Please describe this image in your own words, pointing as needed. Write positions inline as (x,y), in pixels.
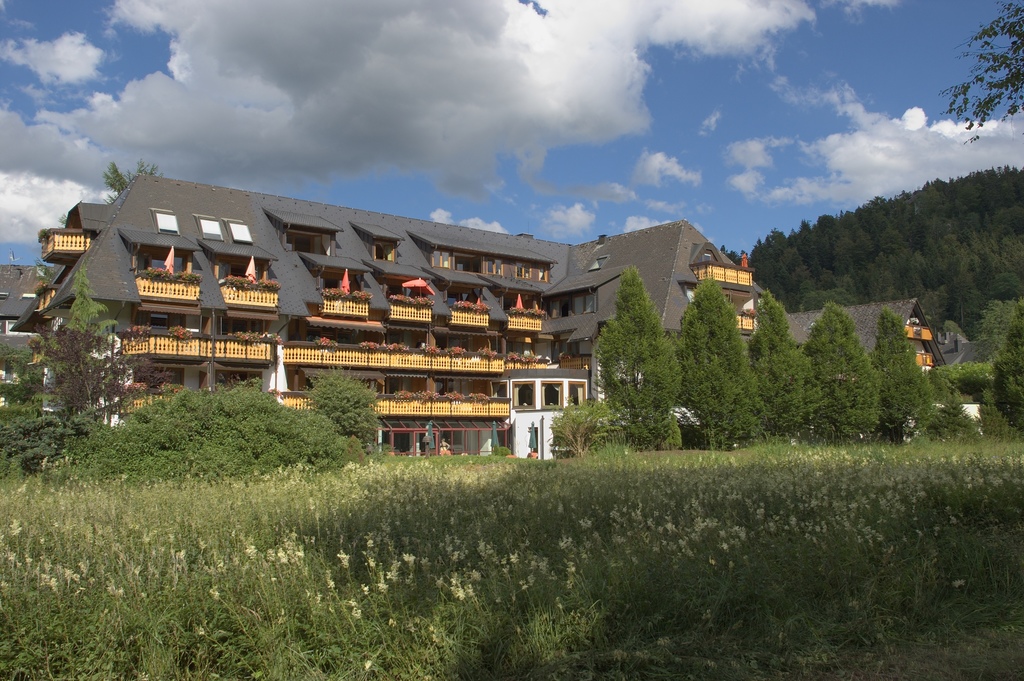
In this image at the bottom (525,586) there are some plants (374,540) and flowers (316,537), and in the center (618,303) there are buildings (414,389), trees (952,374). At the top (241,73) there is sky (532,73).
